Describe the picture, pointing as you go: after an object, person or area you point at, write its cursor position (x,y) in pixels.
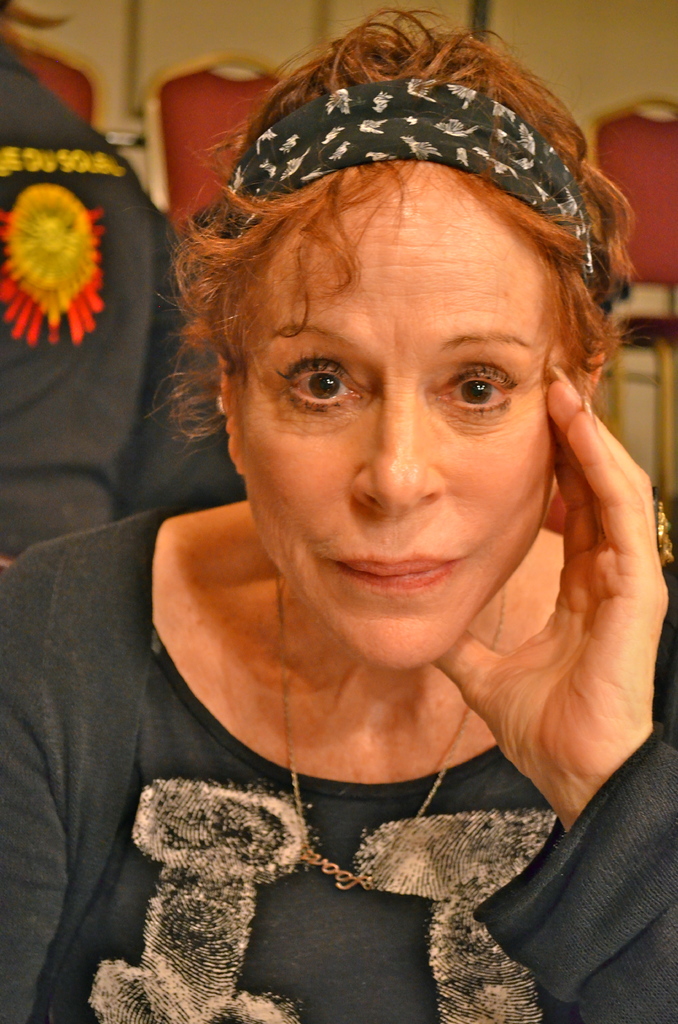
In this image, we can see a woman (188,539) sitting, in the background (669,147) there are some chairs (659,152).
